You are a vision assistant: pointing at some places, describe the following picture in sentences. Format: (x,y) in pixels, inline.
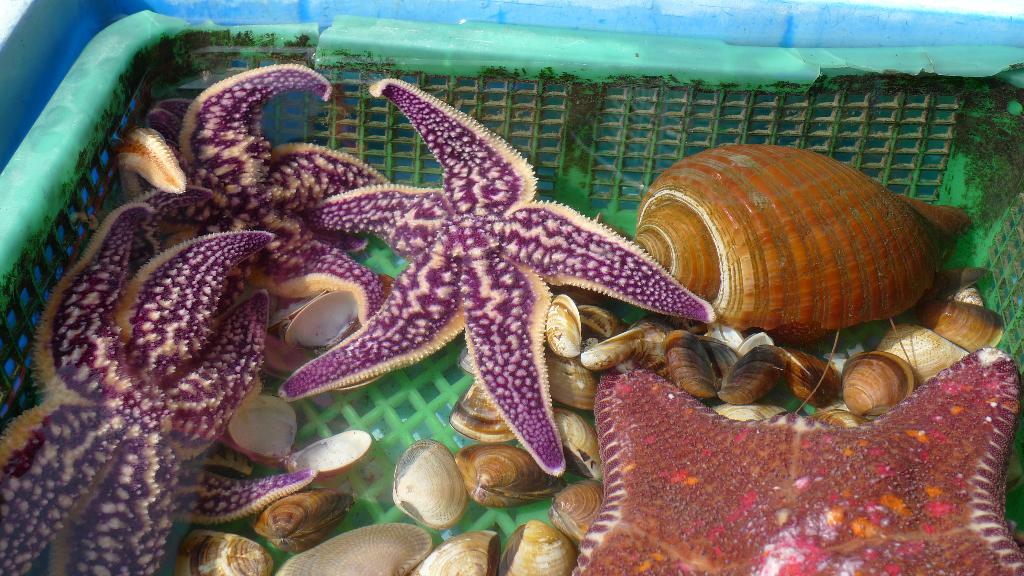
In this image we can see few shells (417,474) and starfish (778,515) in the tub (569,110).
